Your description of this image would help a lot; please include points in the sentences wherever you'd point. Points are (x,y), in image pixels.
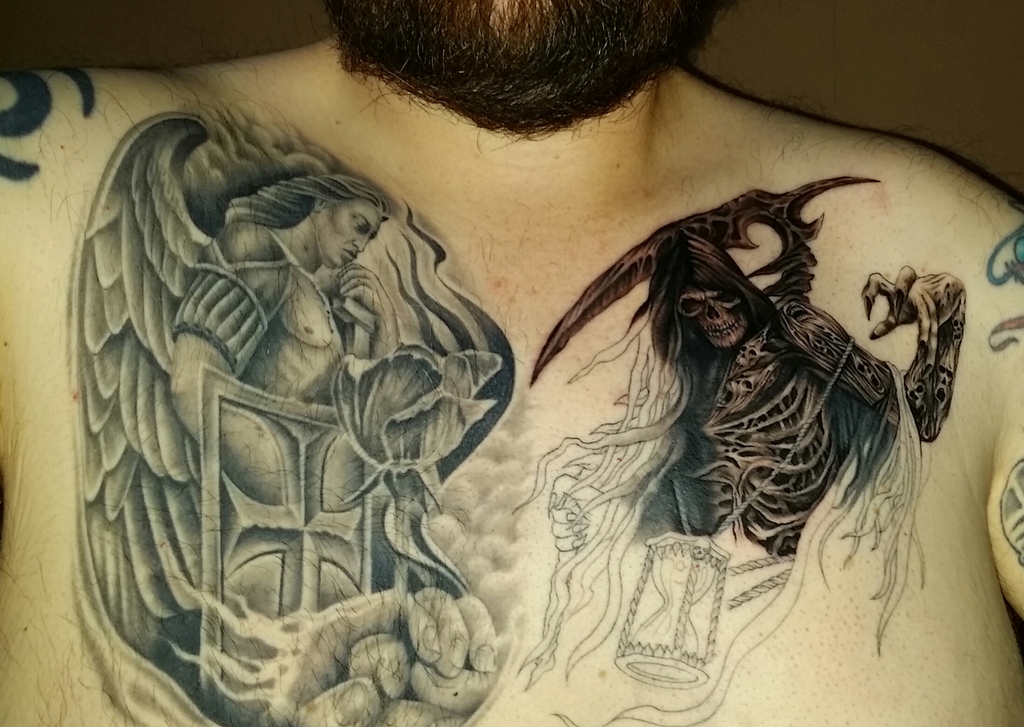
Here in this picture we can see tattoos (234,310) present on the chest (768,423) of a person (684,532) and we can also see his beard (406,48).
